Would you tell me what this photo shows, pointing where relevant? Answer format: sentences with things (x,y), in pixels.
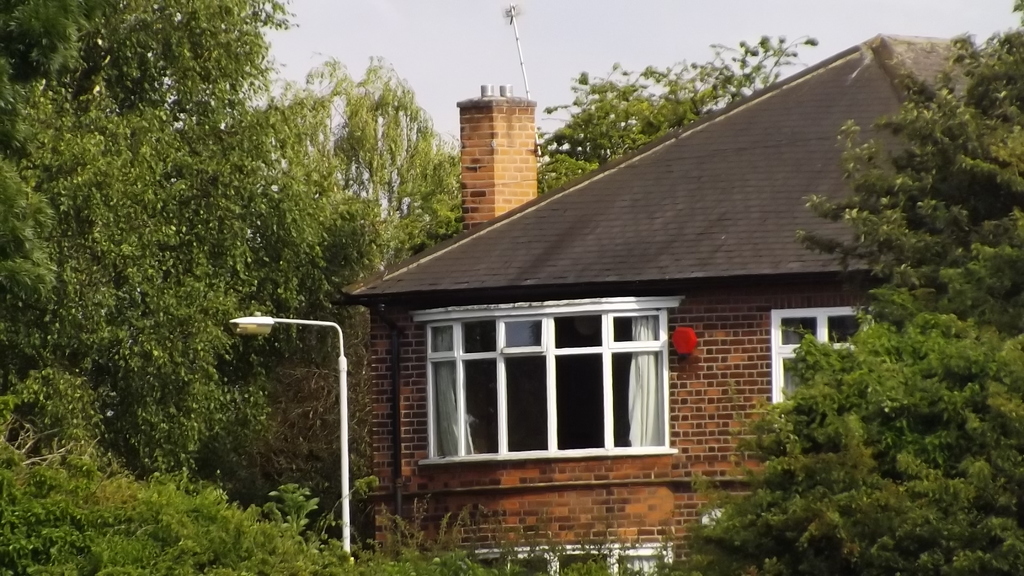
In this image there is the sky (492,31), there are trees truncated towards the right of the image (938,259), there are trees (116,255) truncated towards the left of the image (113,272), there is a house (759,272), there are windows (585,375), there are curtains (633,388), there is an object (687,337) on the wall (701,373), there is a pole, there is a street light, there are trees (872,540) truncated towards the bottom of the image (187,553).
